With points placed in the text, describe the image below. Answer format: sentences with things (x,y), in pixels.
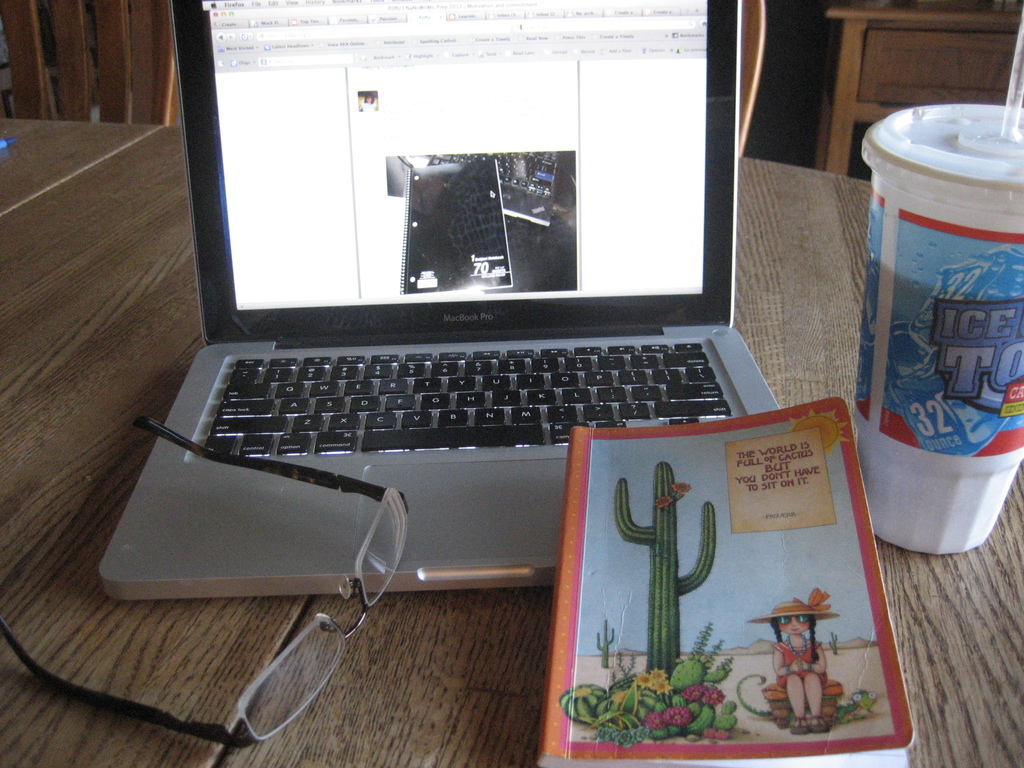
This image consists of a laptop (505,315), book (727,521), cup (894,398), specs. All these are placed on a table (19,148). There is a cupboard (846,75) on the top right corner (898,62).
